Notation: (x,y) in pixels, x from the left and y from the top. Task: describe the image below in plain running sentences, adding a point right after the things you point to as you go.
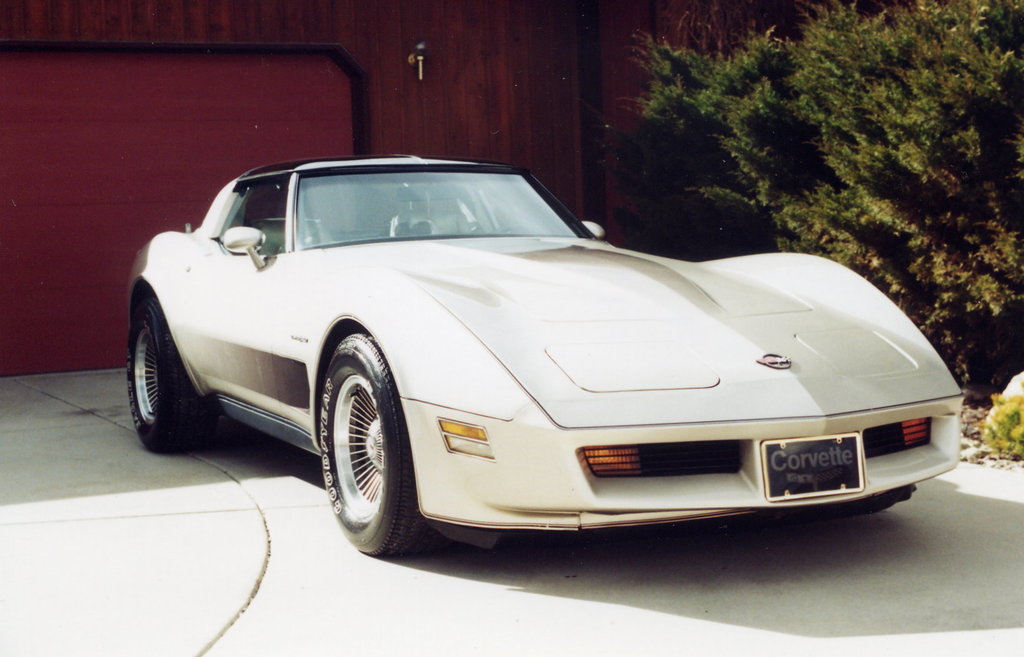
This image is taken outdoors. At the bottom of the image (501,569) there is a floor (97,422). In the background (401,101) there is a wall (567,58). On the right side of the image (805,57) there is a tree (919,159) and there are a few plants (1008,443) on the ground (973,420). In the middle of the image (499,225) a car (320,390) is parked on the floor (551,539). The car (598,452) is white in color and there is a board (799,465) with a text (798,463) on it.
